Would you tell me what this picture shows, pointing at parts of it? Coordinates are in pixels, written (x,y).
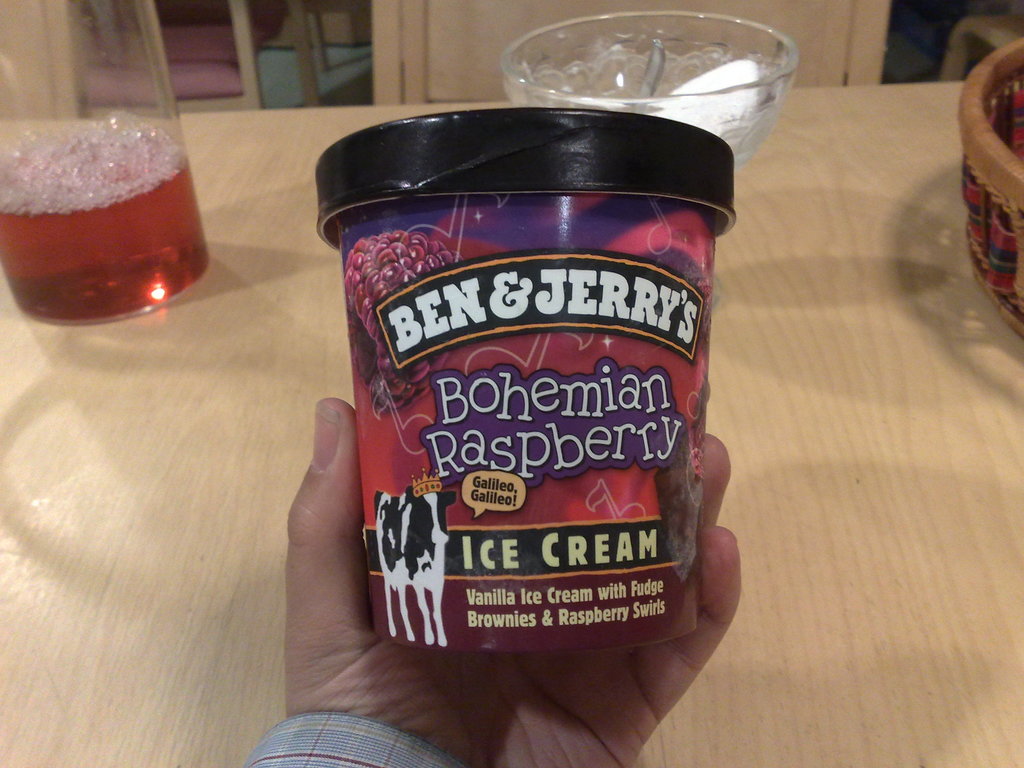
In this image we can see a person's hand (554,693) holding a packed ice cream (492,284) and there is a glass of drink (96,241), bowl (750,117) and some other object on the table (825,319), in front of the table (787,161) there are chairs (578,15).
